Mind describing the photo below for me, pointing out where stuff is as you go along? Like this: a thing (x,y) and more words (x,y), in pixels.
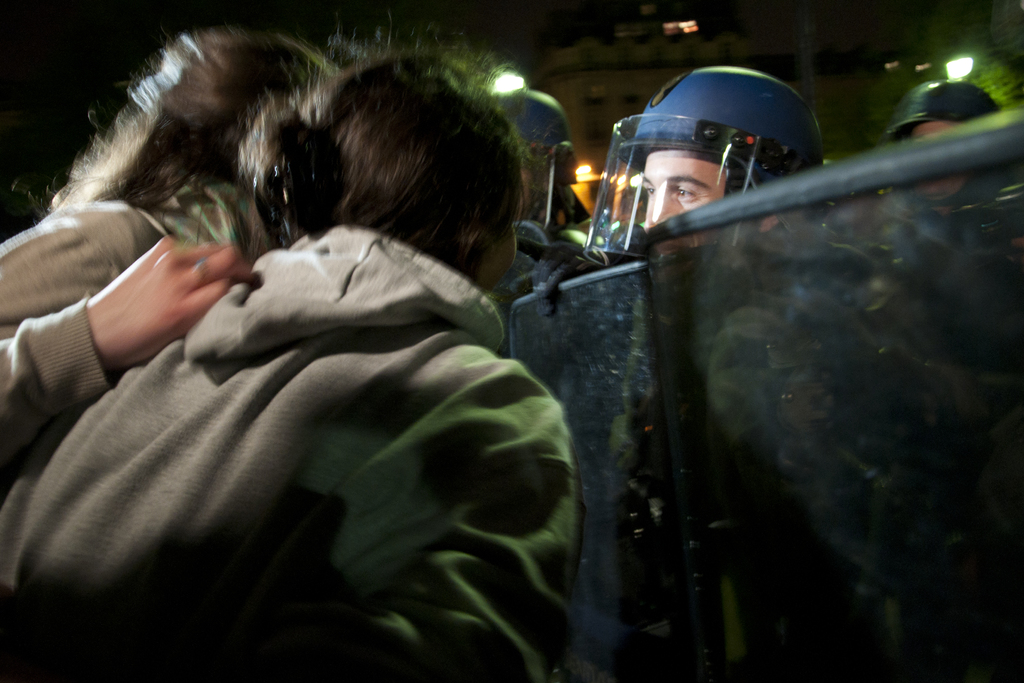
In this image we can see people (452,317) standing and some of them are wearing helmets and holding barriers (664,450) in their hands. In the background (847,51) there are buildings (660,40) and electric lights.
